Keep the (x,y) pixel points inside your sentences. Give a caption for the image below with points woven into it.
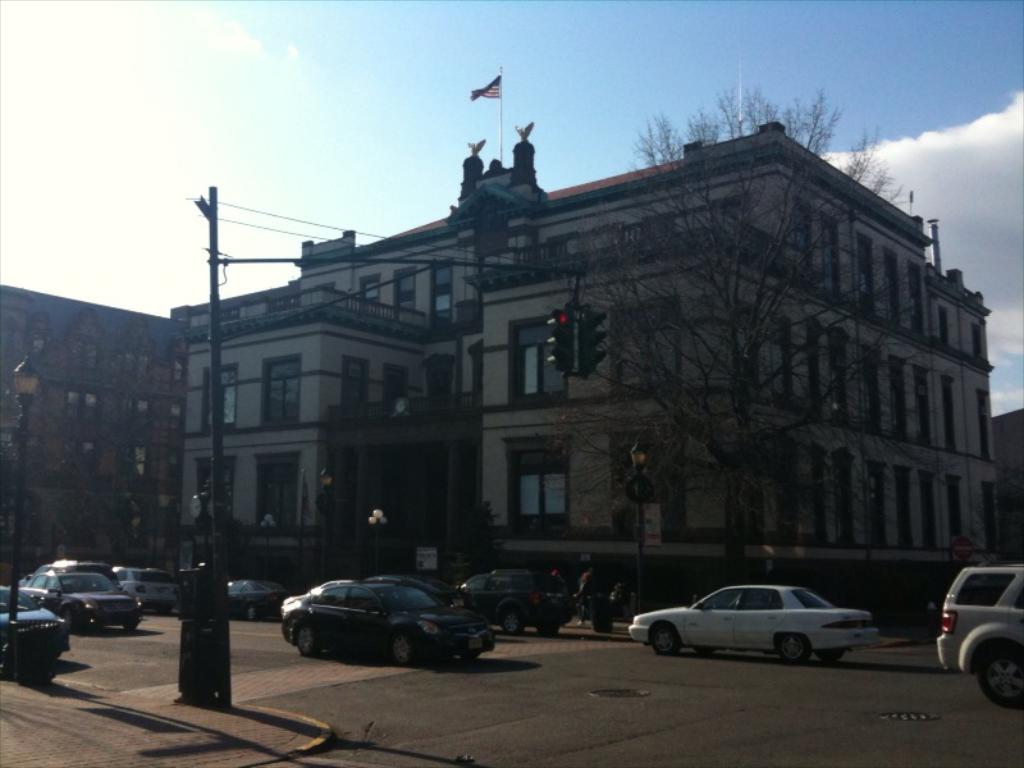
In this image we can see buildings (549,429), street lights (373,513), few cars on the road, a tree (748,373) in front of the building (681,538), a pole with wires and traffic lights (583,331), a flag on the building (504,414), and the sky (647,88) with clouds (978,128) in the background (993,226).
